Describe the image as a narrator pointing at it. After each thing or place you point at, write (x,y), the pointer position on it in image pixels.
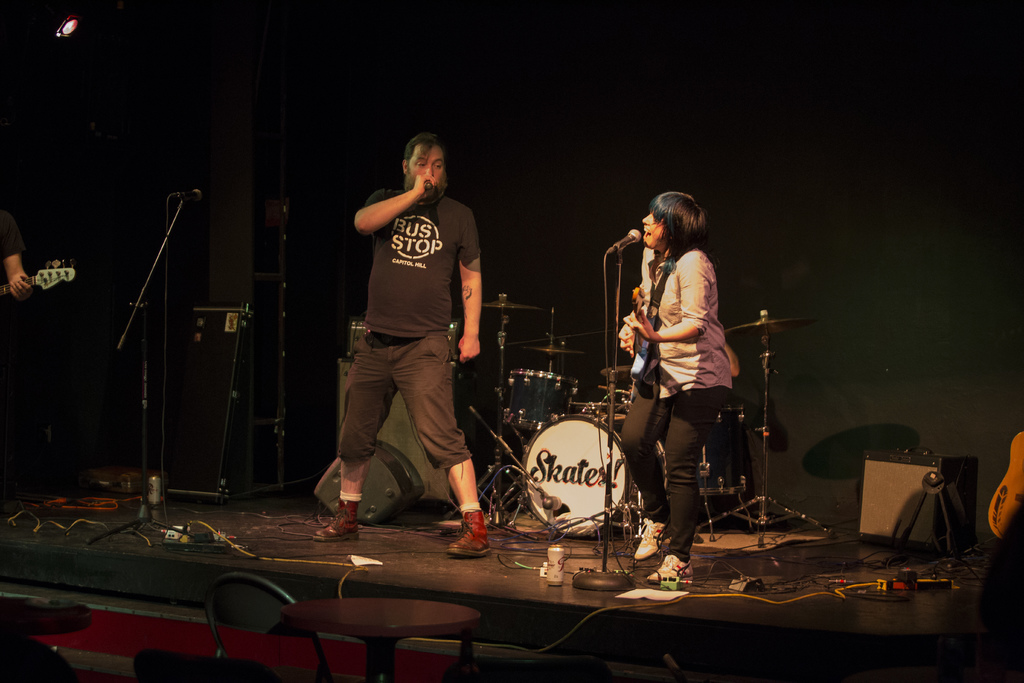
In this image we can see two persons (660,357) standing on the stage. Here we can see a man (465,227). He is wearing a black color T-shirt (447,235) and he is singing on a microphone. Here we can see a woman (702,261) on the right side (718,386). She is playing a guitar (643,299) and she is singing on a microphone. Here we can see another person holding the guitar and he is on the left side (4,239). In the background (513,411), we can see the snare drum musical arrangement (539,382) on the stage (172,610). Here we can see the chairs (248,608) at the bottom (571,661).
